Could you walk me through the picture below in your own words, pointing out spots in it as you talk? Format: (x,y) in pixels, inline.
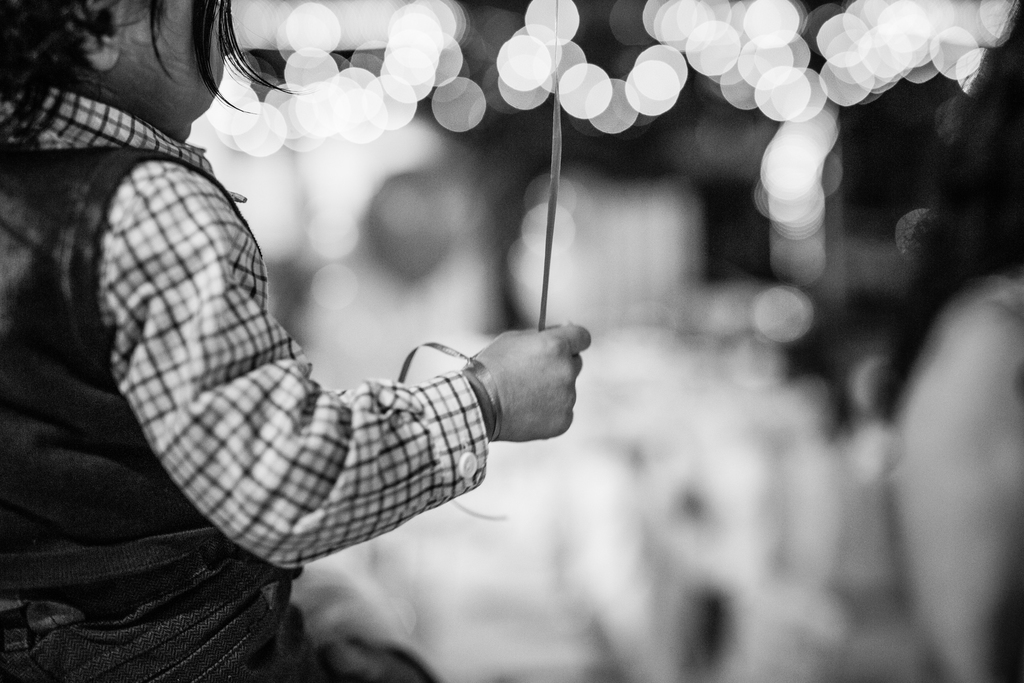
It is looking like a black and white picture. We can see a kid (152,302) is holding an item (559,93) and behind the kid (150,347) there is a blurred background (866,127).
